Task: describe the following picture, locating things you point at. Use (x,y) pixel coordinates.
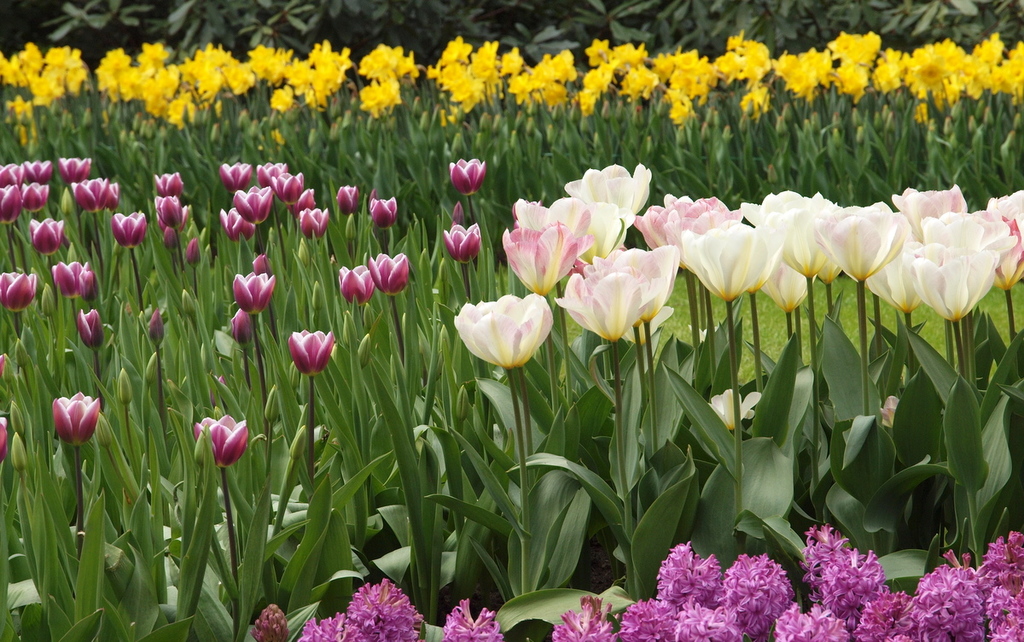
In this image, we can see plants (719,166) along with flowers (841,243).
